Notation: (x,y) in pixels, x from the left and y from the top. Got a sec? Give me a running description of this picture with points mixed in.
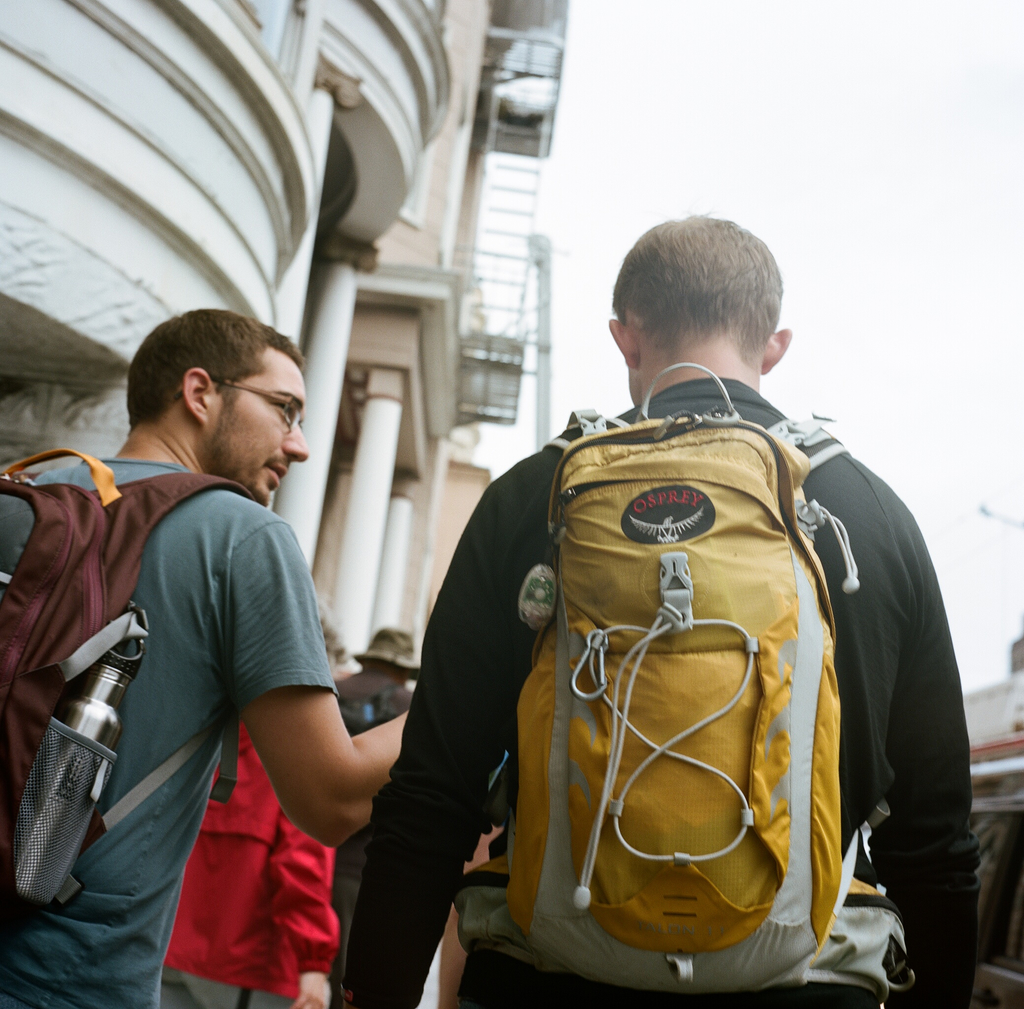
Two man (185,831) is wearing luggage bag (581,649) and walking. On the left bag (67,757) is having a water bottle (95,716) also he is wearing a specs (281,403). In the background (344,145) there is a building (339,352) with pillars (317,423) and balcony (515,353).
